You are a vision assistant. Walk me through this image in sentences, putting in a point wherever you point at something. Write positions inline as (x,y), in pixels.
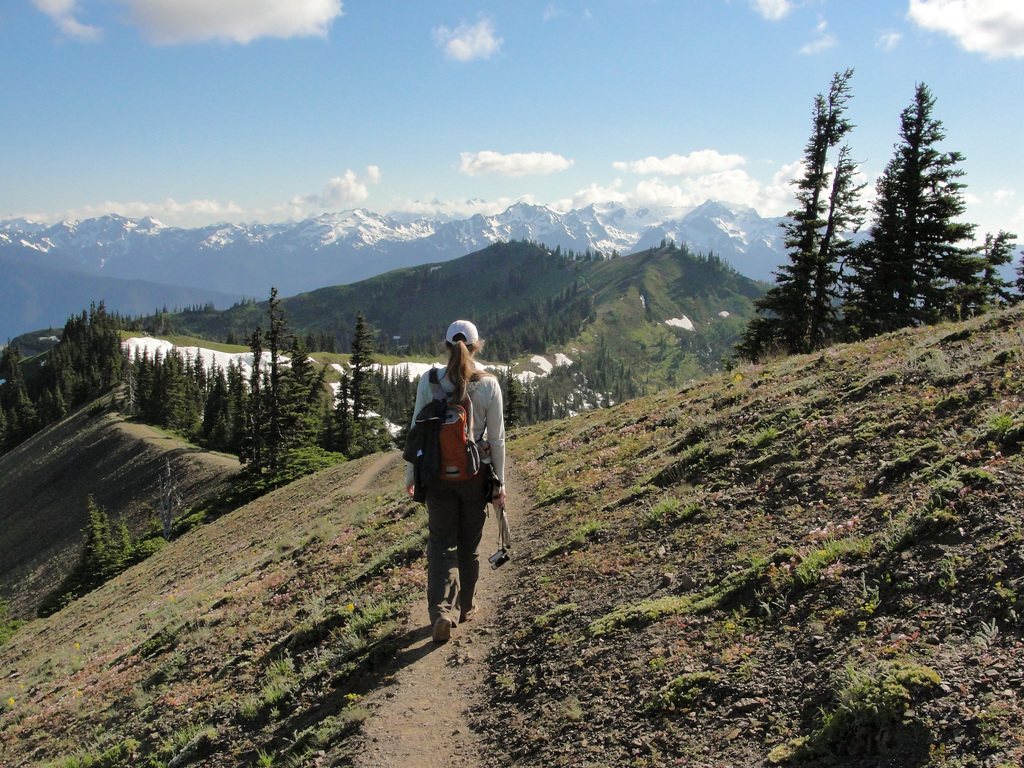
There is a person (436,541) walking and wore bag (440,433) and cap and we can see grass (747,464). Background (544,276) we can see trees (102,376), hills (554,267), snow (682,216) and sky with clouds (510,168).
